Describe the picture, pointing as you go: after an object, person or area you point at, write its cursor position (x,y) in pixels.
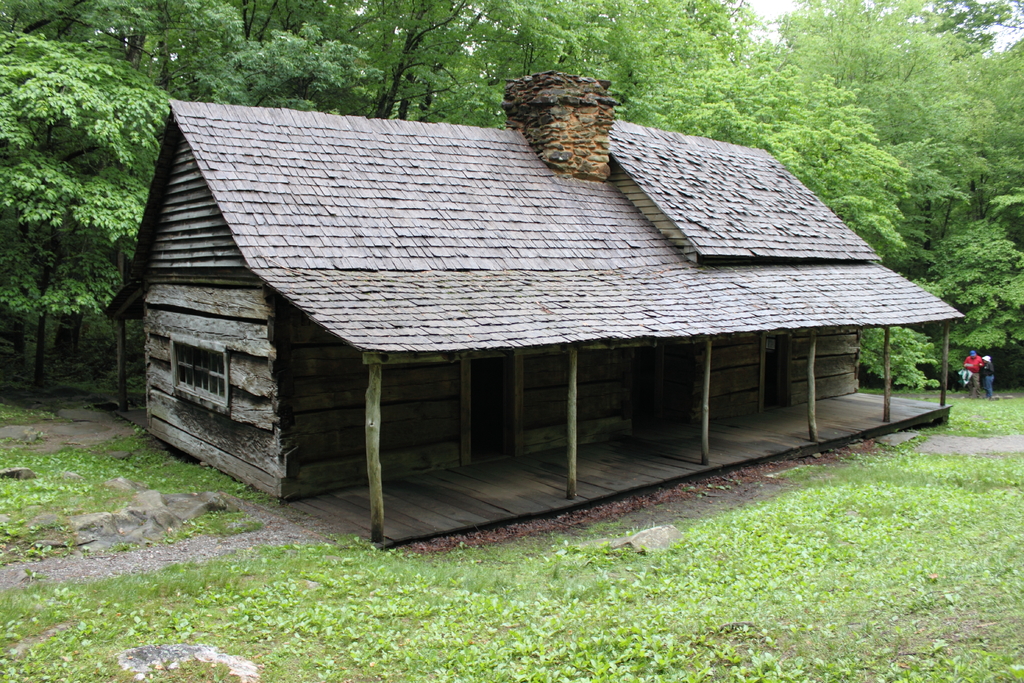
This image consists of a hut (519,402) made up of wood (470,399). At the bottom (440,593), there is green grass (837,574) on the ground (646,598). In the background (218,13), there are many trees (879,234). On the right (981,362), we can see two persons (990,388) standing.
